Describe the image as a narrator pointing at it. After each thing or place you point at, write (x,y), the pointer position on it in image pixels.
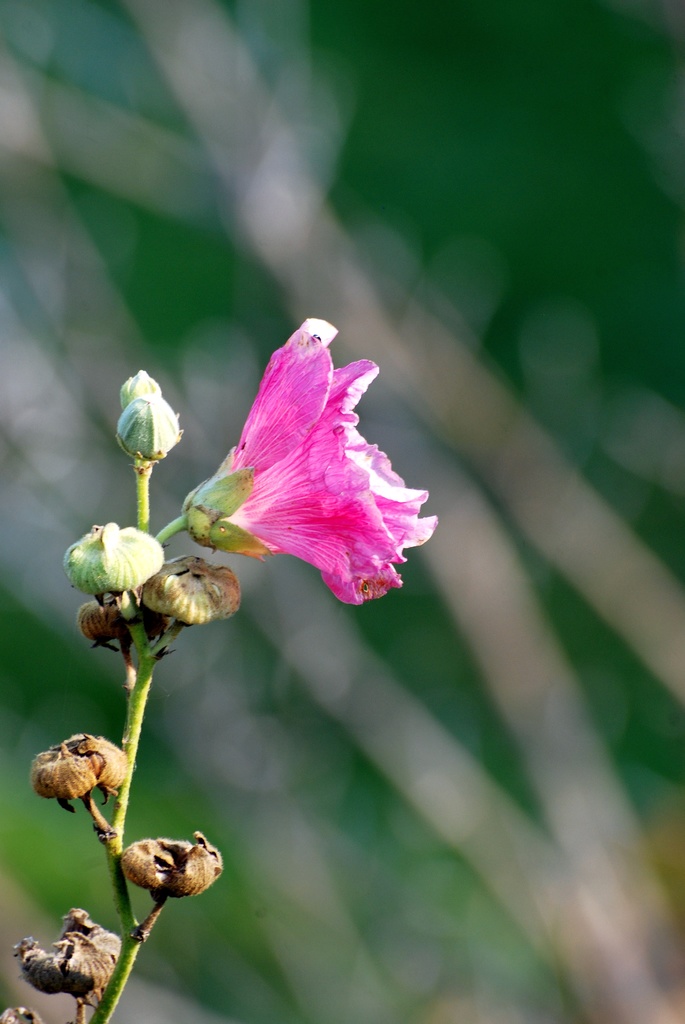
In this picture there is a pink color flower (268,464) and there are buds (175,433) on the plant (97,641). At the back (300,184) the image is blurry.
